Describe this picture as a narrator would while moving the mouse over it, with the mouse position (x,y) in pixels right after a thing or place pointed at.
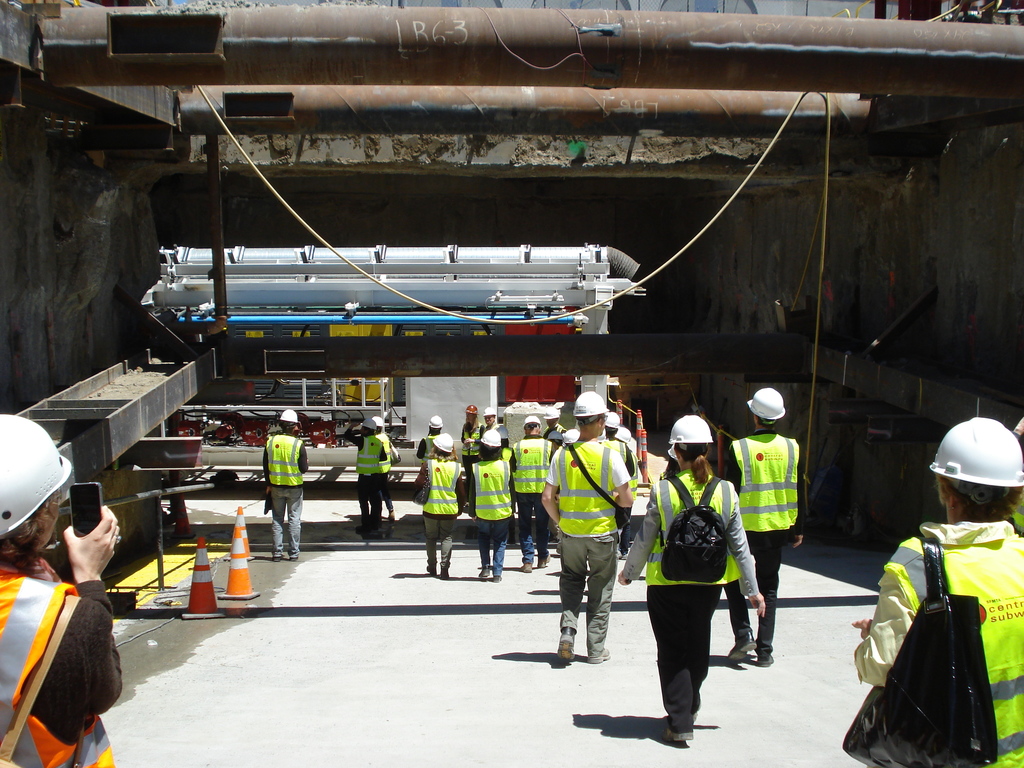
In this image I can see the group of people (547,531) with the aprons (578,508) and the white color hats (618,423). I can see few people (627,568) wearing the bags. To the left (240,554) I can see some traffic cones (240,554). In the back (157,385) I can see some metal rods (306,322). I can also see one person (89,578) holding the mobile (90,522).
